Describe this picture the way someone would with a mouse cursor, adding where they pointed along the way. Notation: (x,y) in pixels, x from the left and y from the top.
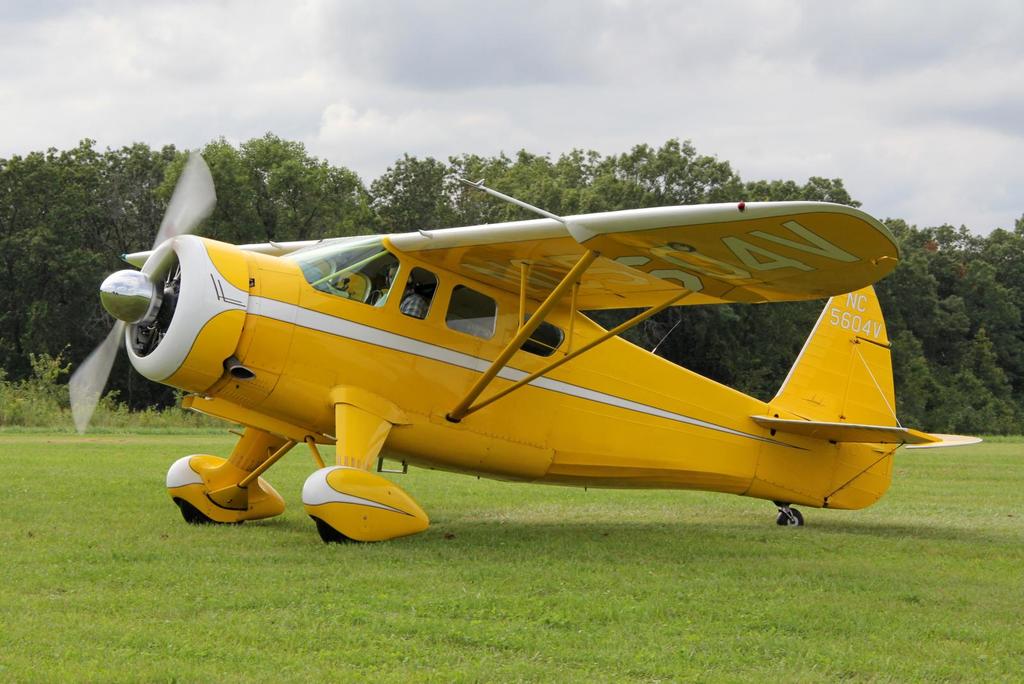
In this picture we can see a man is sitting in a yellow airplane (367,293). Behind the airplane (370,311) there are trees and a sky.
